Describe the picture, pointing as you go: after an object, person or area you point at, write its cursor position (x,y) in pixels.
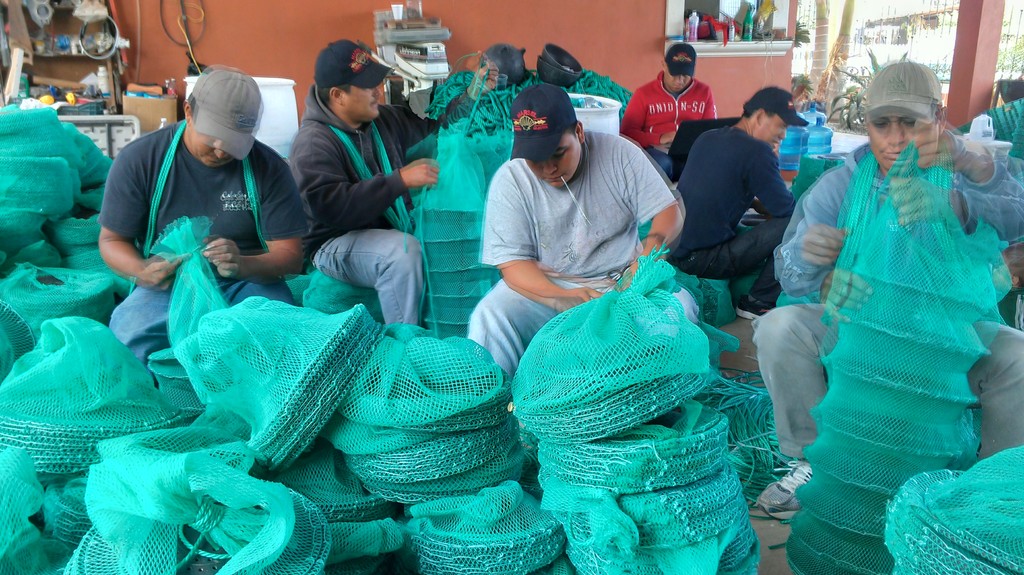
There are group of people (563,272) sitting in an area (445,200), they are manufacturing some products (419,360) and sealing them with green covers (363,337) and in the background (163,46) there is a wall (130,39) and beside the wall (177,74) there is some equipment (161,94) and machines (449,69). In the right side (841,26) there are two trees (819,46) and behind the trees (846,44) there is a gate (884,43).
